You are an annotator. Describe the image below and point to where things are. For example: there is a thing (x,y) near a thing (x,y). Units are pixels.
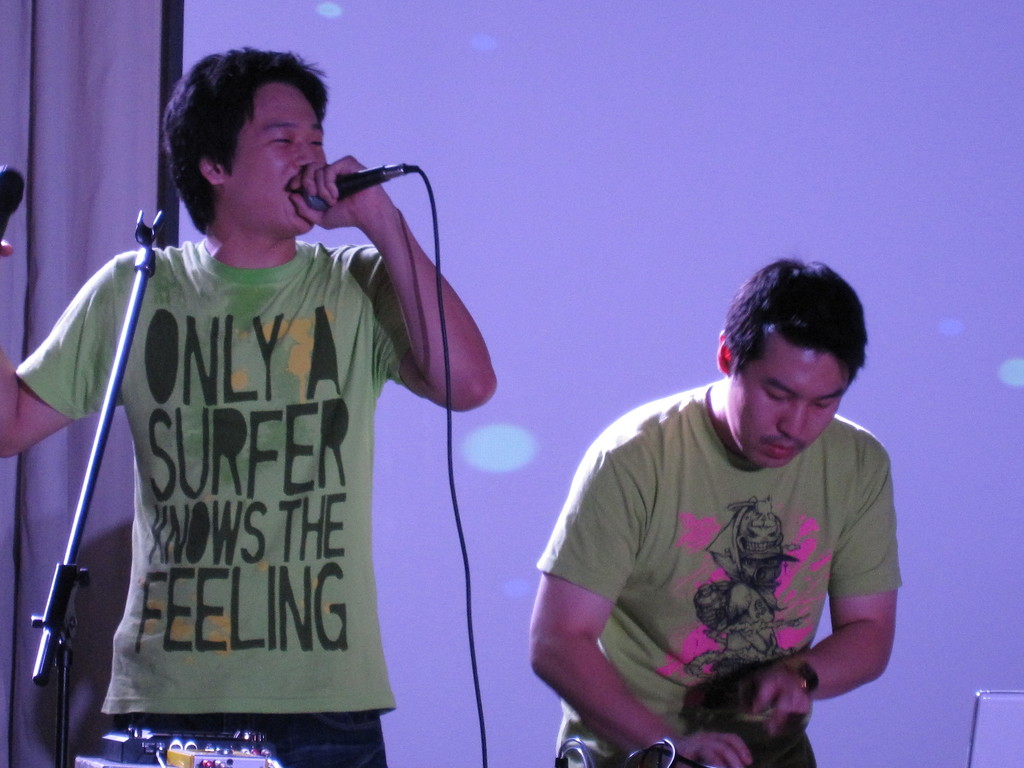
The image is inside the room (271,70). In the image there are two men's (368,483) on left side (325,258) there is a man (307,264) standing and he is also holding a microphone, on right side (766,389) we can see another person (799,389) standing. In background (480,91) we can see a screen (750,218) and a curtain (50,68).
